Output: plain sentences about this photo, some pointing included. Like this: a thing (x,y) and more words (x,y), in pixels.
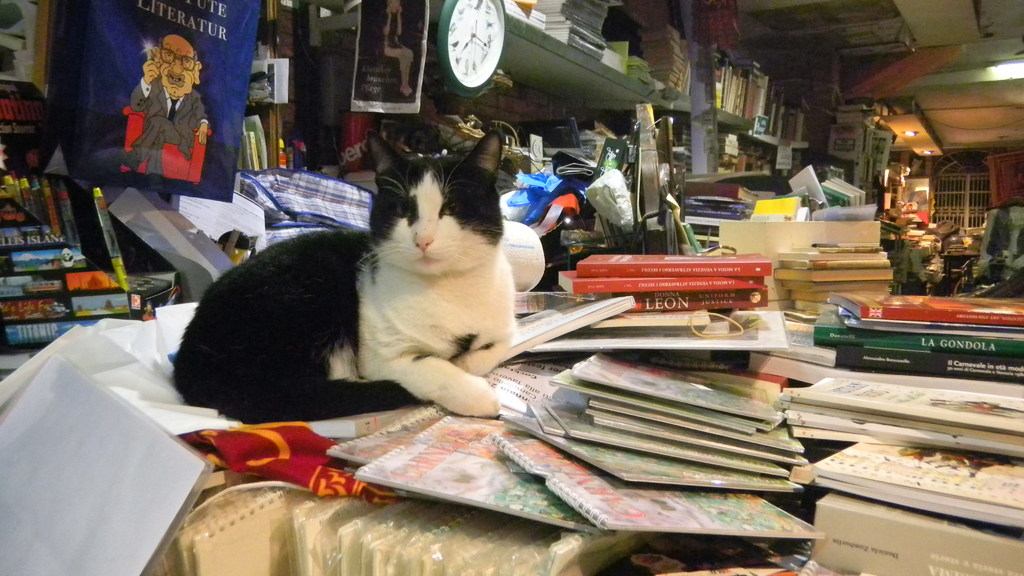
There is a cat (391,182) in white and black color combination sitting on the books (348,421) near books (646,385) arranged. On the right side (695,328), there are books (956,504) arranged. In the background (486,41), there is a clock (470,28) attached to the shelf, a banner (213,6), there are books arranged on the shelves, a light (1021,68) attached to the roof (992,106), a window (962,162) and other objects (641,174).
